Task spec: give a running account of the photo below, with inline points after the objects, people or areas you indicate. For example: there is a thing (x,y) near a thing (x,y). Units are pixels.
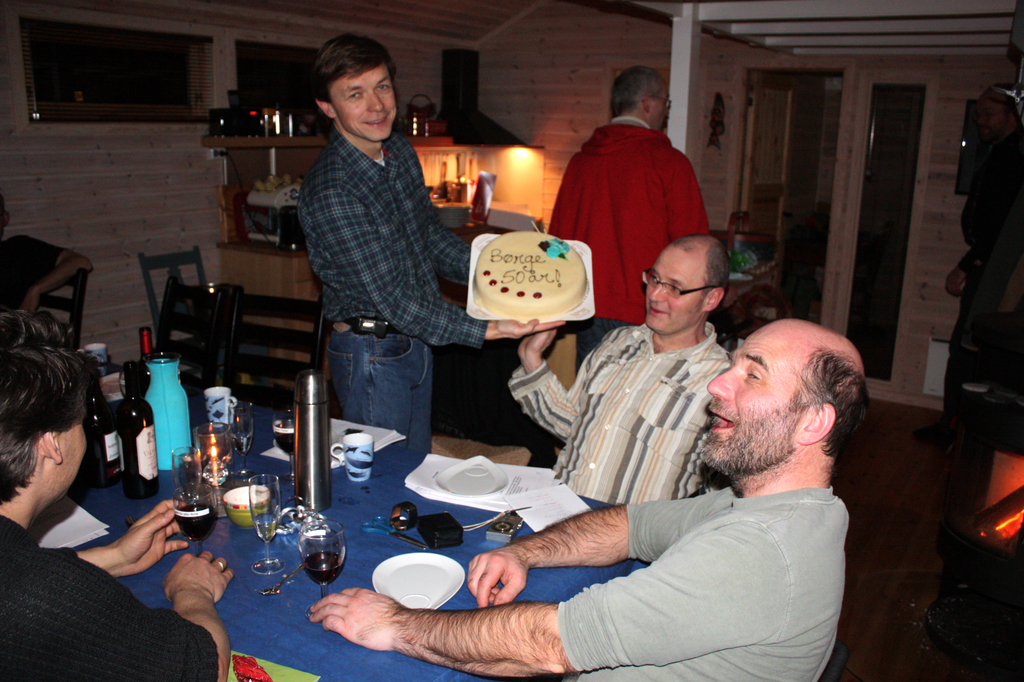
In this picture we can see a group of people (401,624) where some are sitting on chairs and some are standing where a man (358,105) is holding a cake (569,303) with his hands (519,327) and smiling and in front of them on table (261,414) we can see bottles (99,421), glasses (316,534), cups (364,450), bowl (231,503), papers (533,478) and in the background (254,113) we can see some objects (269,199) on a rack (310,143), windows (201,69).
